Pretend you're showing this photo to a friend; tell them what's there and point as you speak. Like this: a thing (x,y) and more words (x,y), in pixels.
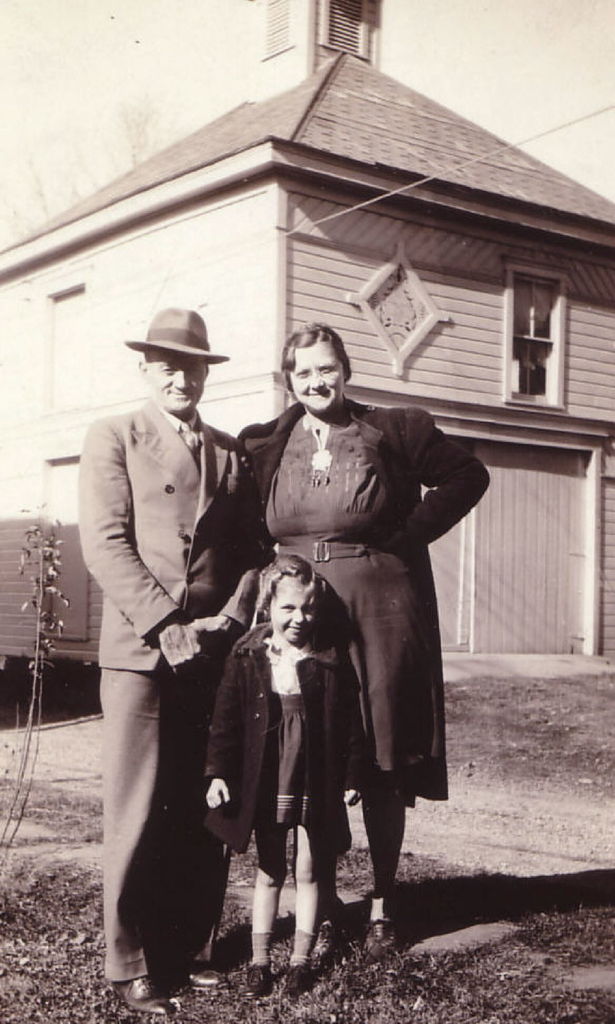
Here, we can see a photo, there is a man (113,448), woman (335,453) and a kid (305,705) standing, in the background (287,171) we can see a house (299,227).
